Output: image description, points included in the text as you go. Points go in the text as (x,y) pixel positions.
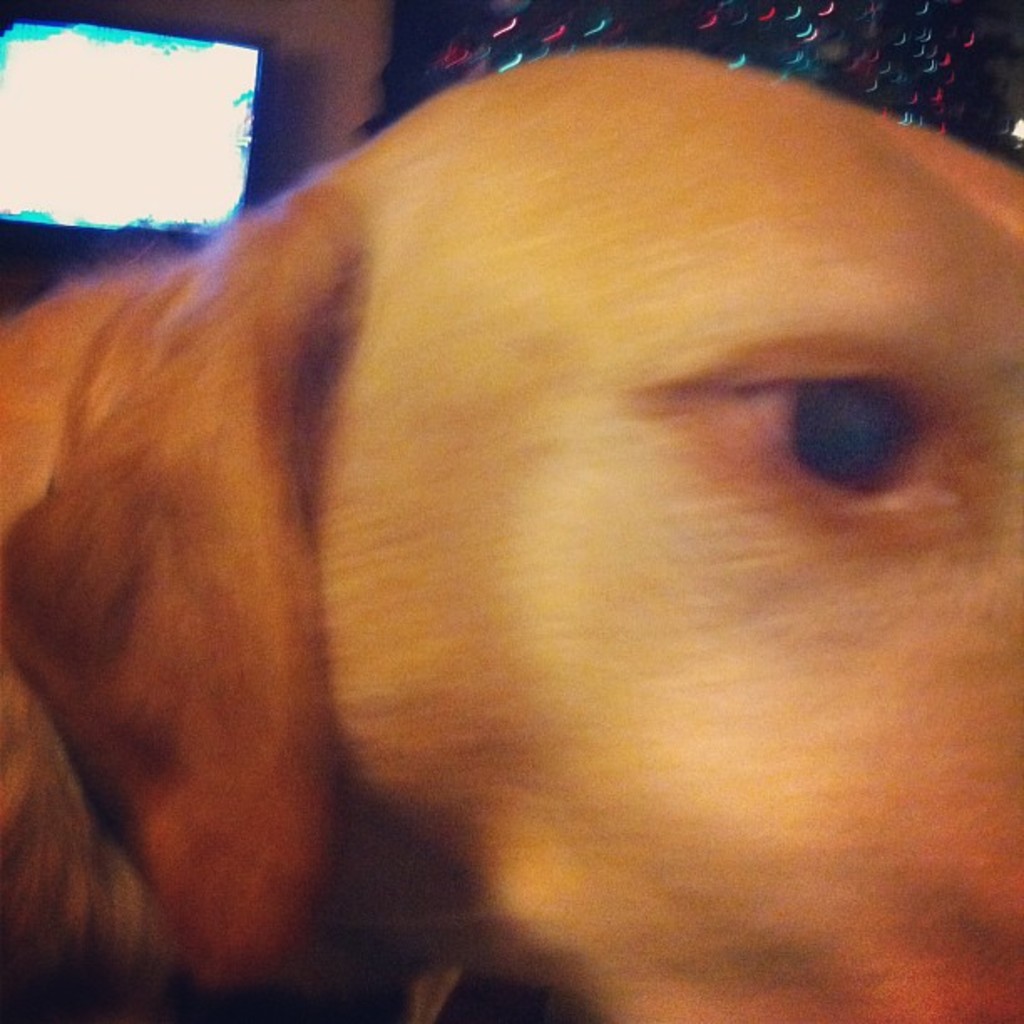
In this image we can see dog's face (366,386) and at the background of the image (224,140) there is television (254,159) attached to the wall (322,114).
